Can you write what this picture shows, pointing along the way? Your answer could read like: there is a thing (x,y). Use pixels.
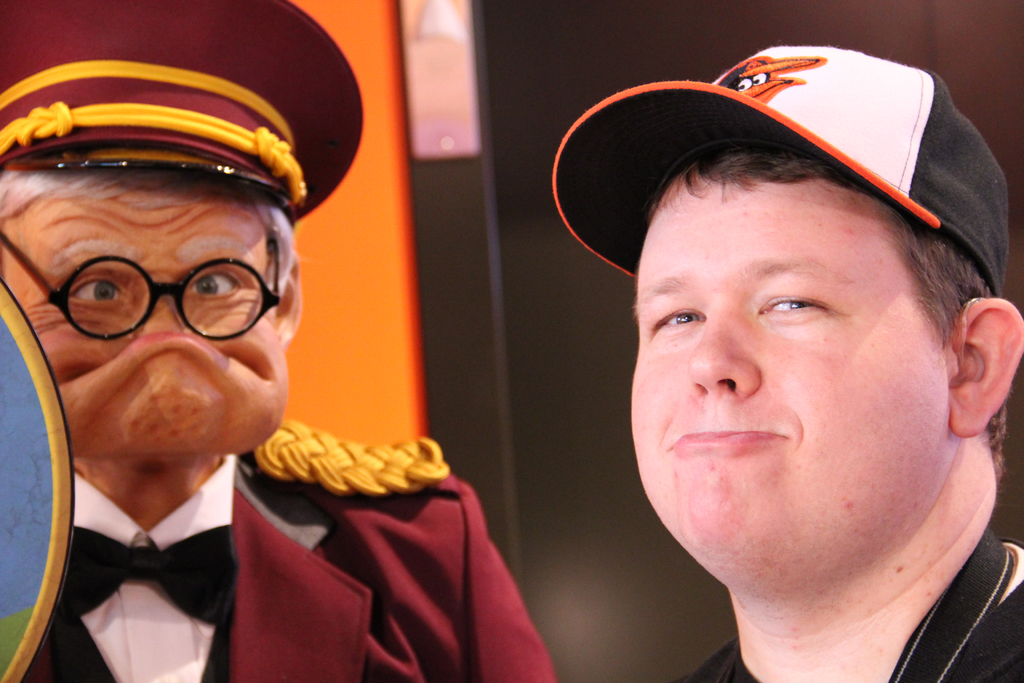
In the center of the image (673,437) we can see a person (947,508) and a mannequin (405,516) are standing. And they are wearing caps (913,128). And the left side mannequin (108,386) is in different costume (253,468). And the right side person (799,396) is smiling, which we can see on his face (810,443). On the left side of the image (47,436), we can see some object (6,402). In the background (447,312) there is a wall (532,266) and a few other objects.
